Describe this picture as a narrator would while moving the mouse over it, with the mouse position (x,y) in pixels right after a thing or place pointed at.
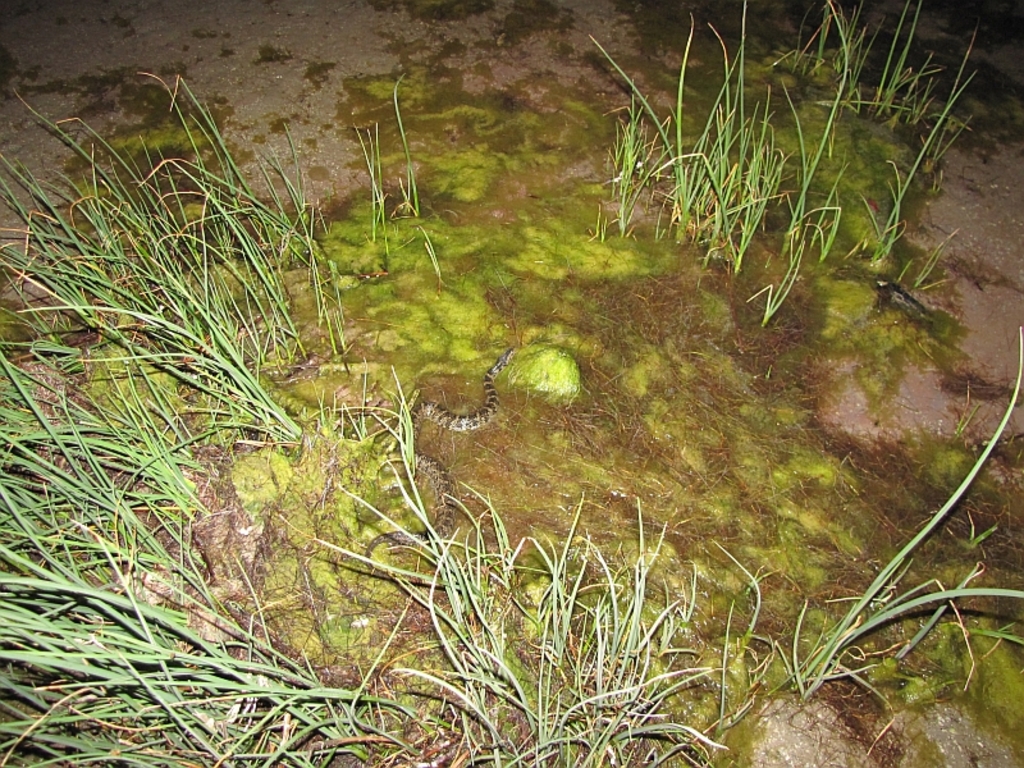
In this image there is a snake (429,403) in the grass (418,515).
